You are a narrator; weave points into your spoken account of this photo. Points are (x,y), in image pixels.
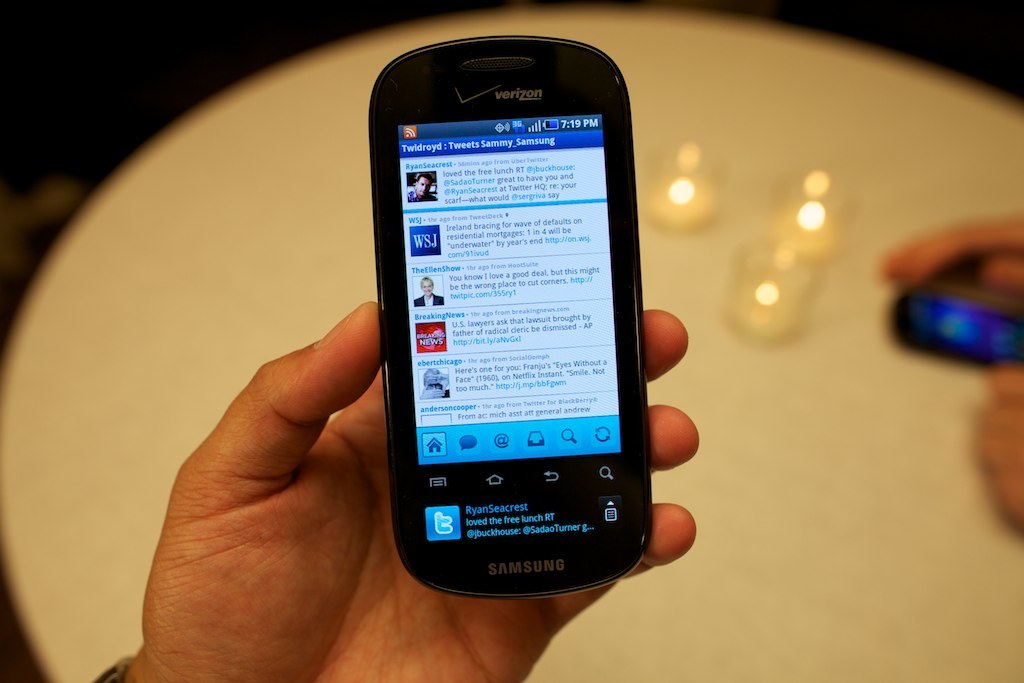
In this image we can see a hand (337,502) holding a cellphone (413,443). We can also see some glasses (744,281) and a mobile phone (922,340) held in a hand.
